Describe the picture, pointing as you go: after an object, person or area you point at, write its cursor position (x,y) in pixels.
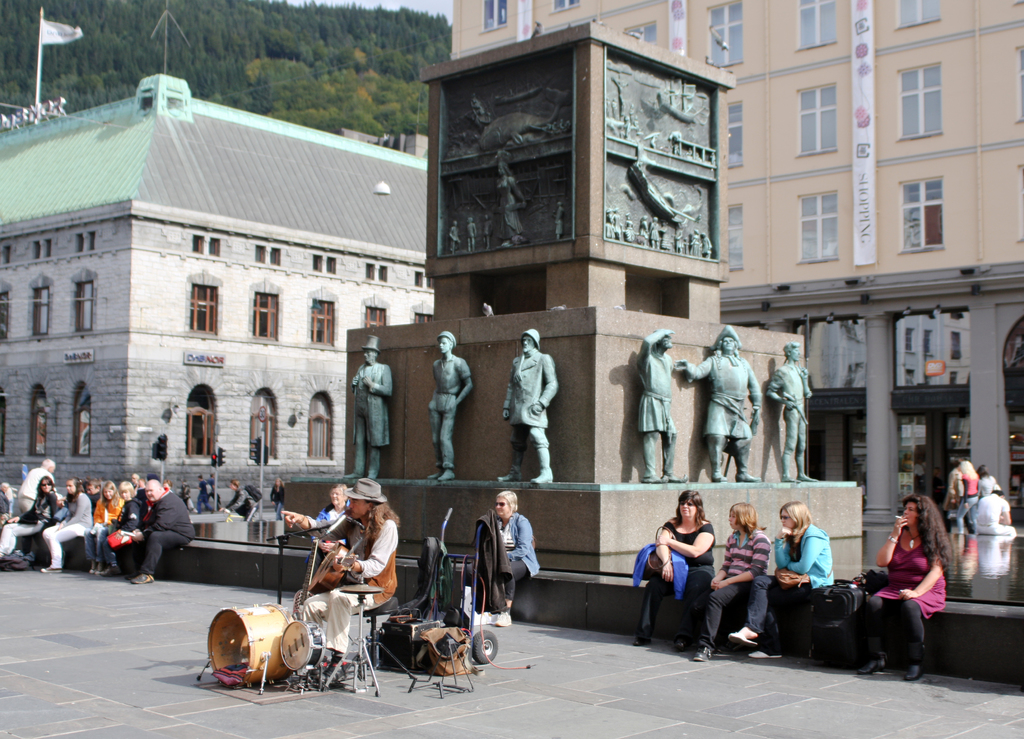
In the foreground of the image (362,493) there are people (521,519). There is a man (377,498) playing musical instruments (344,574). In the background of the image (414,173) there are buildings (894,101), trees (344,80). There are statues (666,337). At the bottom of the image (348,725) there is floor (388,726).
